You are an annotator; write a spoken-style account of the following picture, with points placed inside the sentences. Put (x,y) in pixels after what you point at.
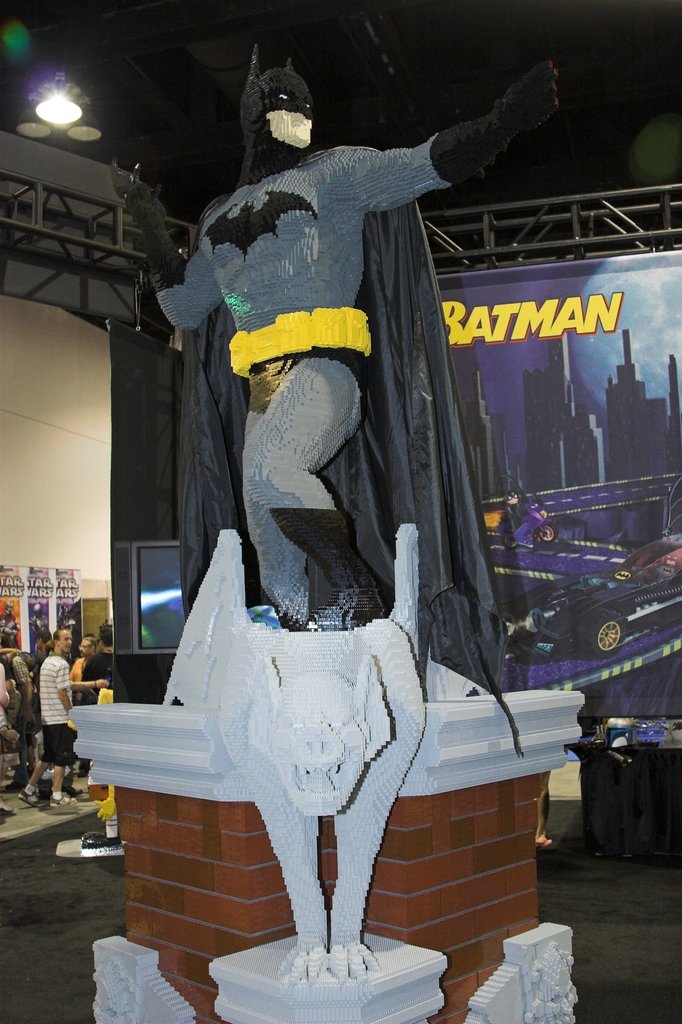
In the center of the image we can see one stone (287,954). On the stone (224,933), we can see one statue (287,768), in which we can see one animal (316,767) and one person (357,315) in black and yellow costume (309,366). In the background (584,385) there is a wall (58,364), roof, pole type structure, curtain (114,361), monitor (149,587), table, light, carpet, banners (663,335), few people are standing, few people (98,665) are holding some objects (109,675) and a few other objects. On the banner (508,391), we can see a few vehicles (605,597) on the road (591,668). And we can see some text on the banner (554,402).
